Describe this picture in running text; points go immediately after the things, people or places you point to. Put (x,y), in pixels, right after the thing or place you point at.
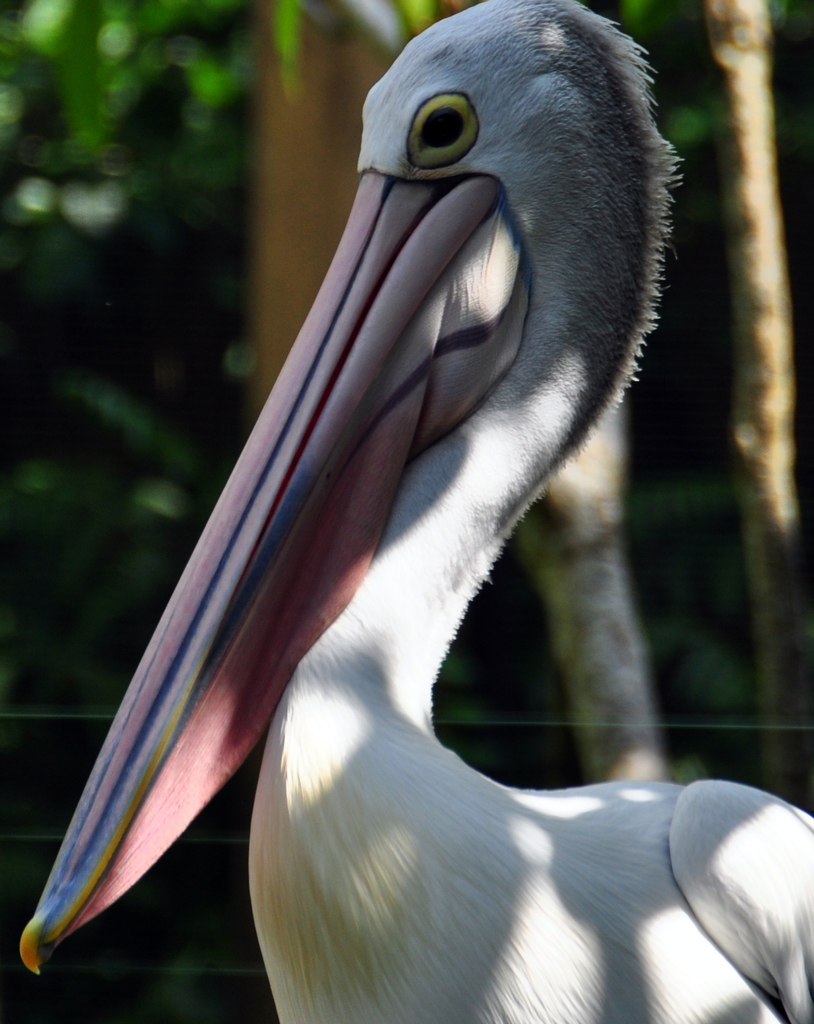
In this image I can see a bird (307,688) which is in white and cream color. In the background (178,142) I can see many trees (226,170) but it is blurry.
